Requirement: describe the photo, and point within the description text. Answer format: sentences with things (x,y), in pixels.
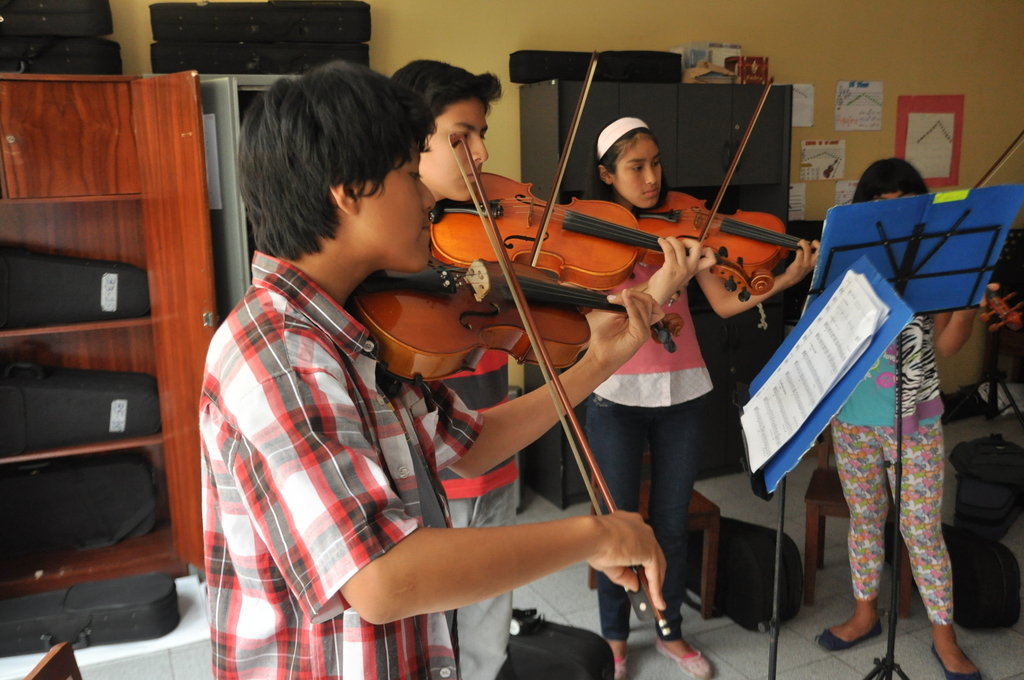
In the foreground of this image (408,625), there are two boys (518,575) and two girls (928,518) playing violin (583,254) and there are two book stands (909,242) in front of them. On the left (85,361), there is a cupboard (49,218) with few violin bags (76,281) and two violin bags (74,54) are on the top of it and there is also a cupboard (235,88) in the background (223,89) on which two violin bags (278,37) are on it. On the right side (730,102) background (711,97), there is a cupboard (710,127) on which a violin bag (622,64) and there are posters (957,155) on the wall (933,52). Few objects (734,59) are on it and we can also see two chairs (816,504) and few violin bags (768,583) are on the floor (803,588) behind the persons (408,677).
